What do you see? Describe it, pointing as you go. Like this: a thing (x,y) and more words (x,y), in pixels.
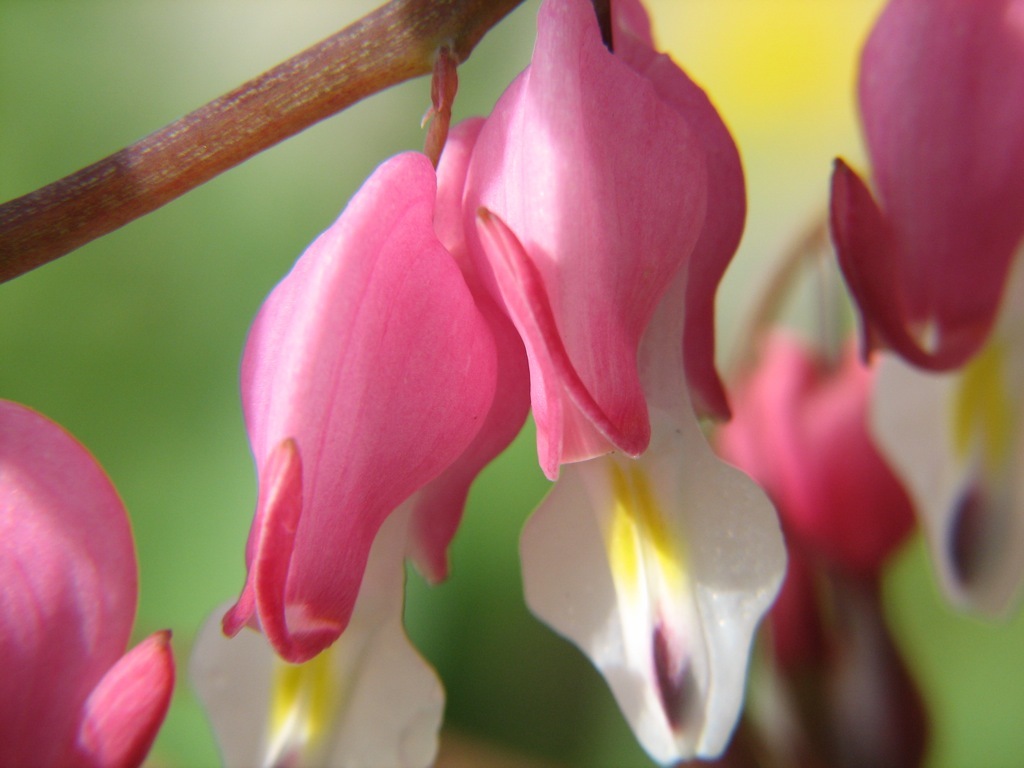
In this image we can see group of flowers (453,299) on the stem (89,234) of a plant (75,243).
